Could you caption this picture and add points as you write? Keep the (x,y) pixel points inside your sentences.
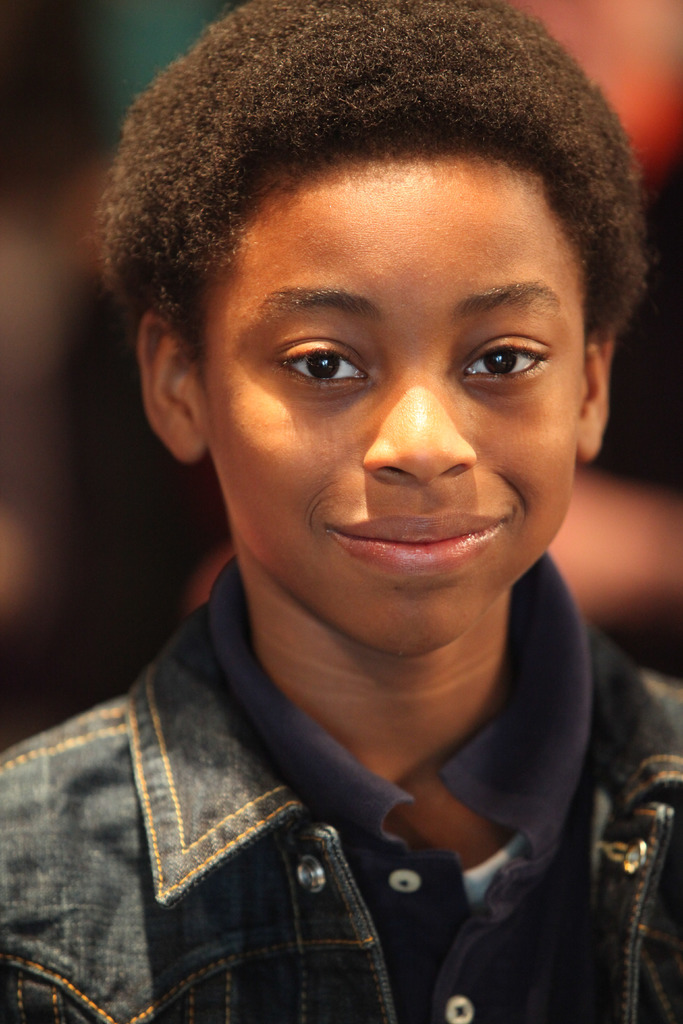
There is a kid (360,406) wearing black jacket (173,895) is smiling.
